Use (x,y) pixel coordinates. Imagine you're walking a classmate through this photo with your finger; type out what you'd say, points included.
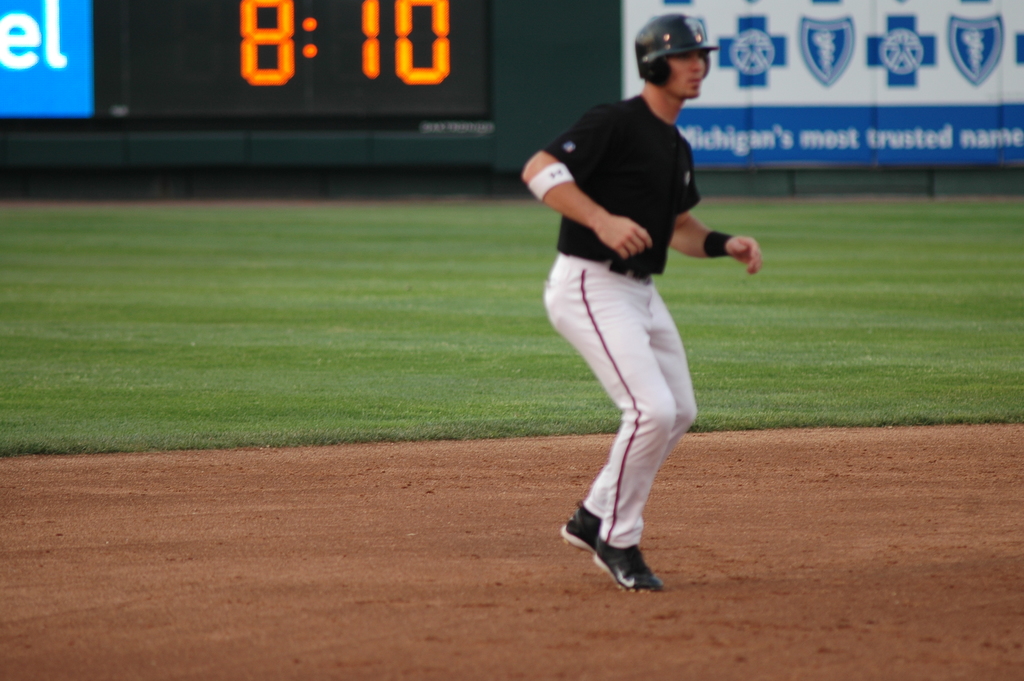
This image consists of a man (624,366) wearing a black T-shirt (634,153) and a white track (659,409). He is also wearing a helmet (667,49). At the bottom (306,530), there is ground (278,447) along with green grass (277,314). In the background (470,54), there is a clock (281,66) and a banner (923,57).
